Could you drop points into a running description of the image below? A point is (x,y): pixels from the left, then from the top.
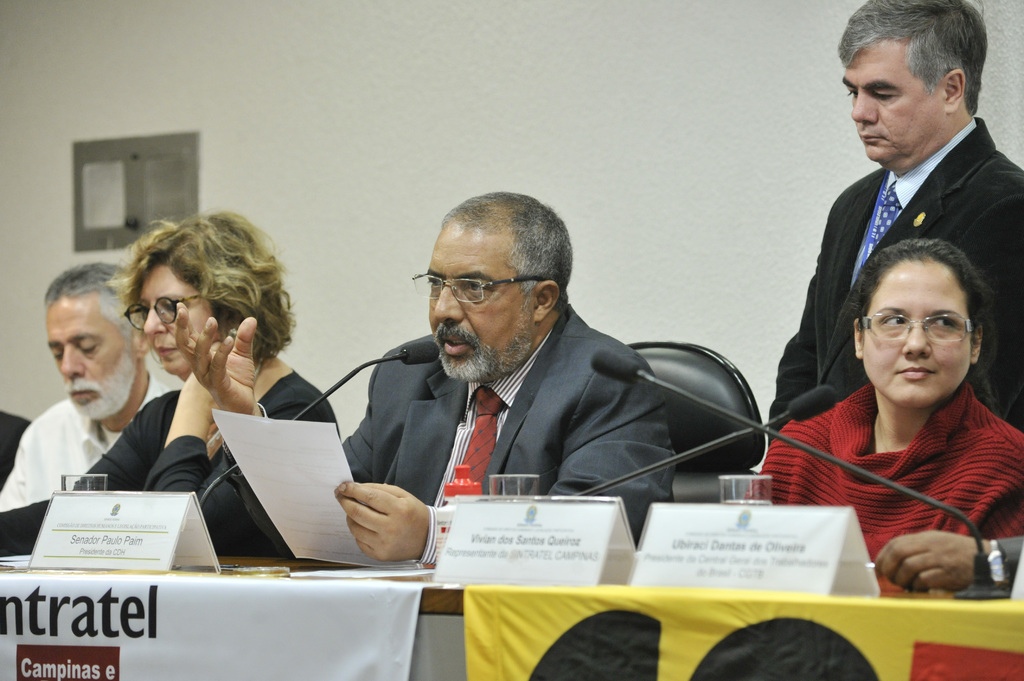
In this image I can see a table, on the table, there are mike's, glass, bottle (456,500), some boards (762,519), there are four persons (264,382) sitting on chair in front of table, and a person (974,146) standing backside of persons (957,477) on the right side (846,230) and there is the wall (350,137) visible in the middle (644,279).
